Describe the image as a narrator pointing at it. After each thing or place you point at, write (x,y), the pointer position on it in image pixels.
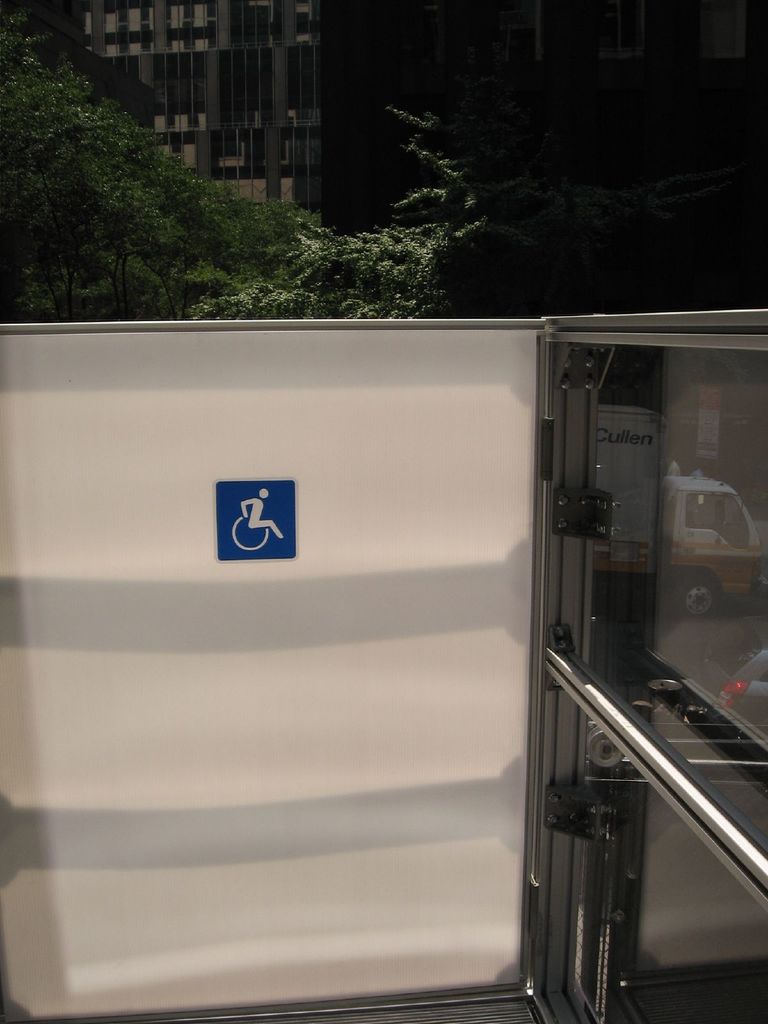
In this image we can see a white color fence (417,421). On the fence (130,509) one symbol (244,526) is there. Background of the image (238,102) building (309,90) and trees (205,219) are there. Right side of the image (699,584) glass fencing (643,878) is there. Behind it one vehicle (695,540) is present on the road (711,626).
